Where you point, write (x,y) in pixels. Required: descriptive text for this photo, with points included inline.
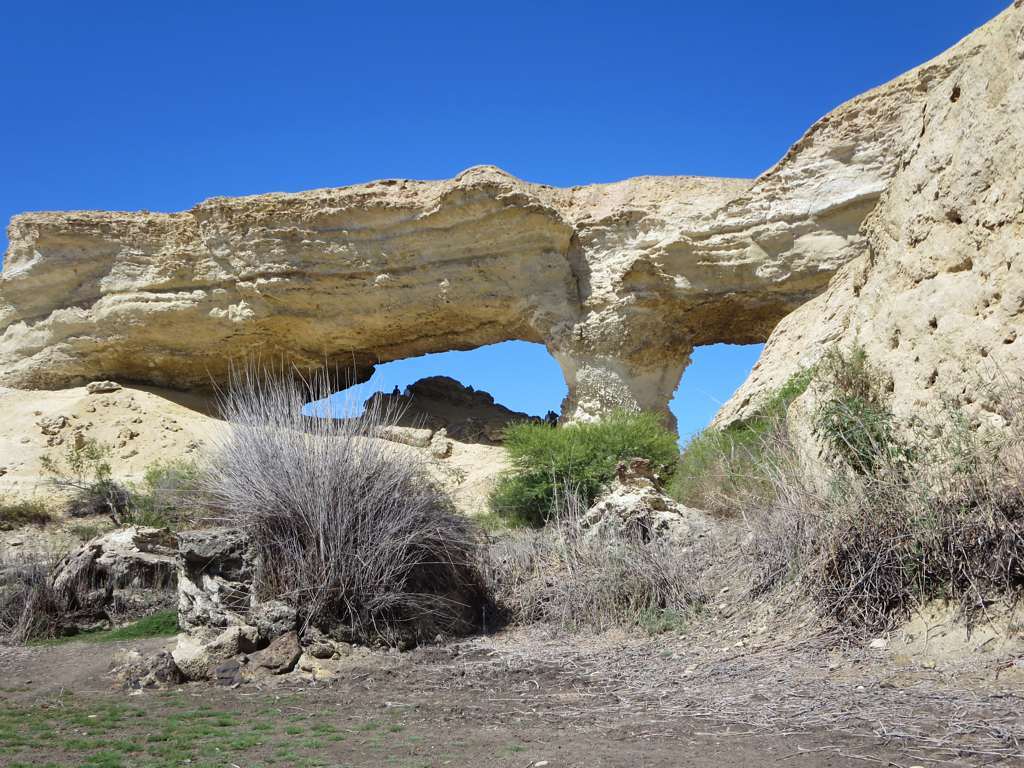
In the image we can see there are big stones (828,261), grass (107,744), dry grass (350,517) and a blue sky (348,138).
